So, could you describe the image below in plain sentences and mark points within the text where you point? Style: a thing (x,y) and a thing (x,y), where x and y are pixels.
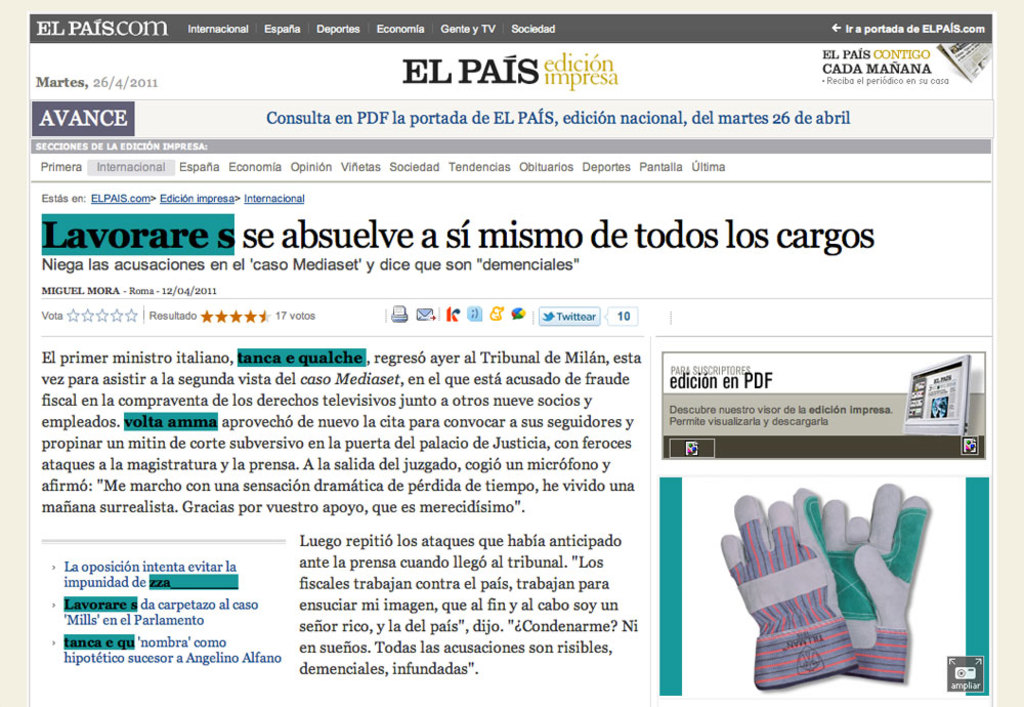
In this picture we can see a poster (609,478). There are gloves (791,543) in this poster (747,663). We can see a newspaper (490,679).
